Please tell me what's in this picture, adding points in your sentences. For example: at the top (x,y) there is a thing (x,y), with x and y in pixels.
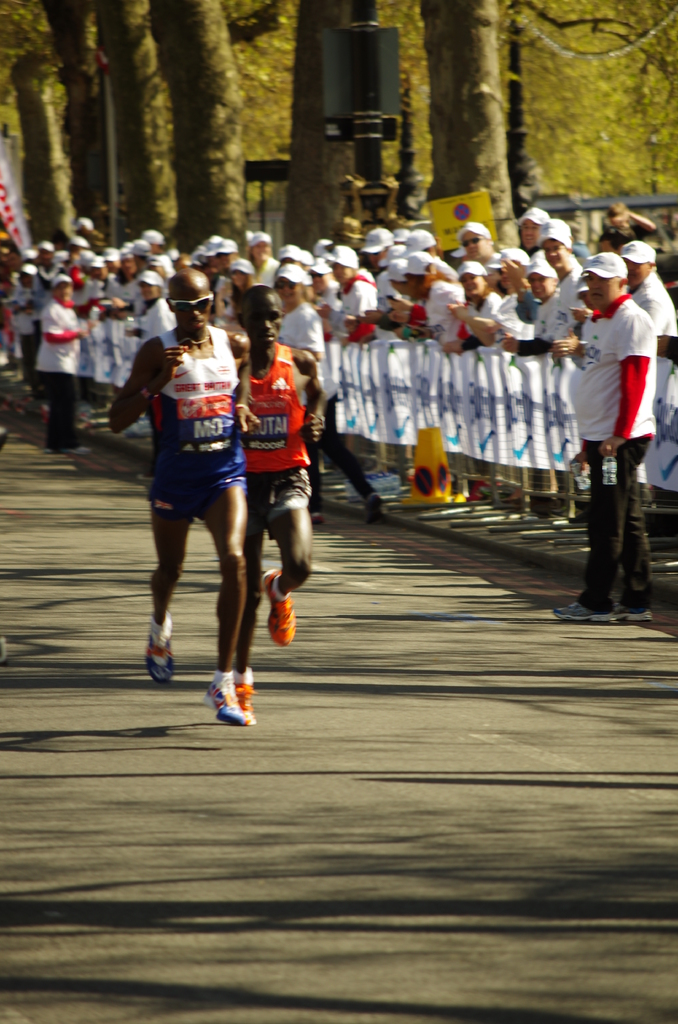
In this picture we can see two men (227,555) running on the road (251,662) and at the back of them we can see a group of people (477,249) wore caps (85,258) and standing, fence (544,357), banners (475,389), bottle (611,483) and some objects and in the background (304,195) we can see trees (436,185).
